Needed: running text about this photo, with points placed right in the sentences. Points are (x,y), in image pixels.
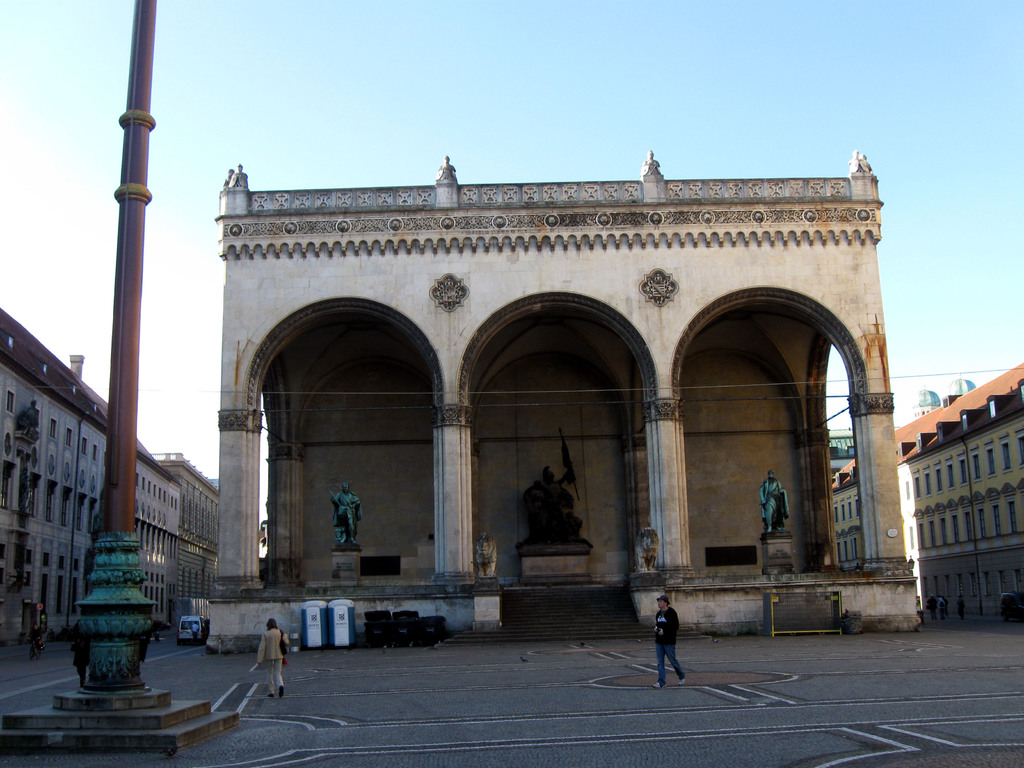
In front of the image there are three statues (570,536) in a monument (563,360), in front of the statues (577,525) there are pillars (454,554) and stairs (540,619), in front of the stairs (508,632) there are a few people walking around and there are trash bins (422,621), metal pole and some other objects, on the either side of the monument (558,609) there is a road (548,705) with vehicles (181,628) and some people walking on them, beside the road (328,665) there are buildings (97,497) and lamp posts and there are cables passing in front of the monument (542,305).
